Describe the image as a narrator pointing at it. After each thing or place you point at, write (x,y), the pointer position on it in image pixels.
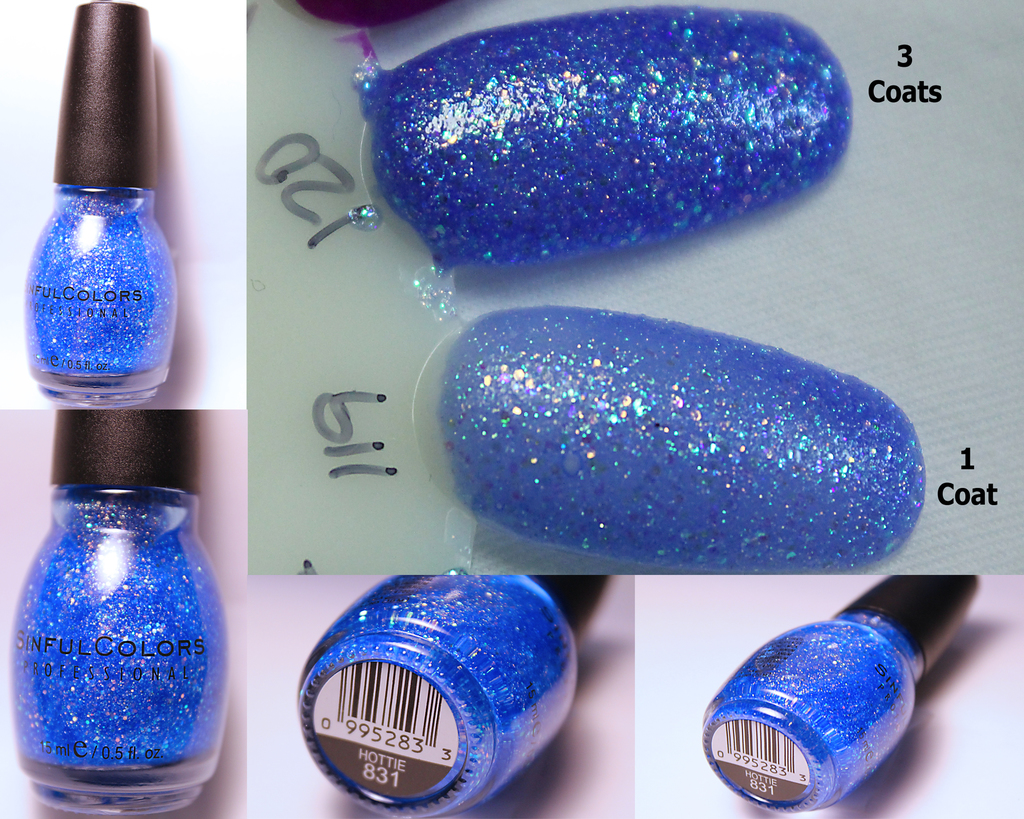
In this image I can see the collage picture in which I can see a nail-polish bottle (123,594) and two plastic nails (641,524) with blue colored nail polish (710,423) to them.
